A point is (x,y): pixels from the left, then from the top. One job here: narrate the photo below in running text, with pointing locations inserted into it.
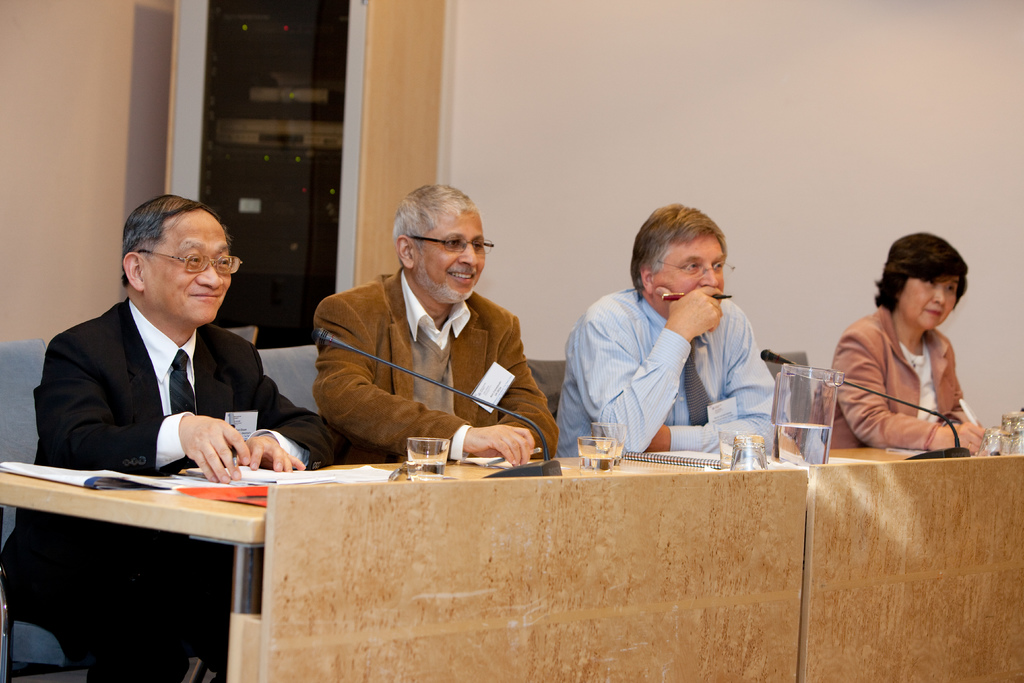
Here we see four people (21,541) seated on chairs (21,388) we see a table (991,496) in front of them with a microphone (956,433) and we see some glasses (443,471).
